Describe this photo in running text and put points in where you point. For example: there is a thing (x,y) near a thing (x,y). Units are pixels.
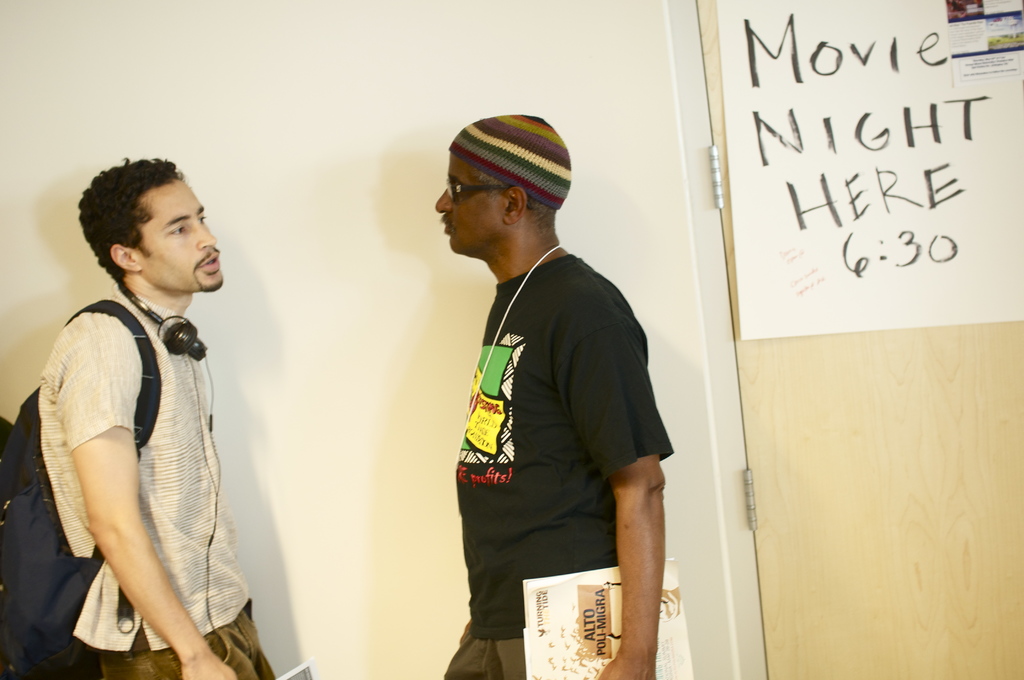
There are two men (577,370) standing in the foreground area of the image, it seems like a chart (906,182) on the door (866,350) in the background (833,252).
